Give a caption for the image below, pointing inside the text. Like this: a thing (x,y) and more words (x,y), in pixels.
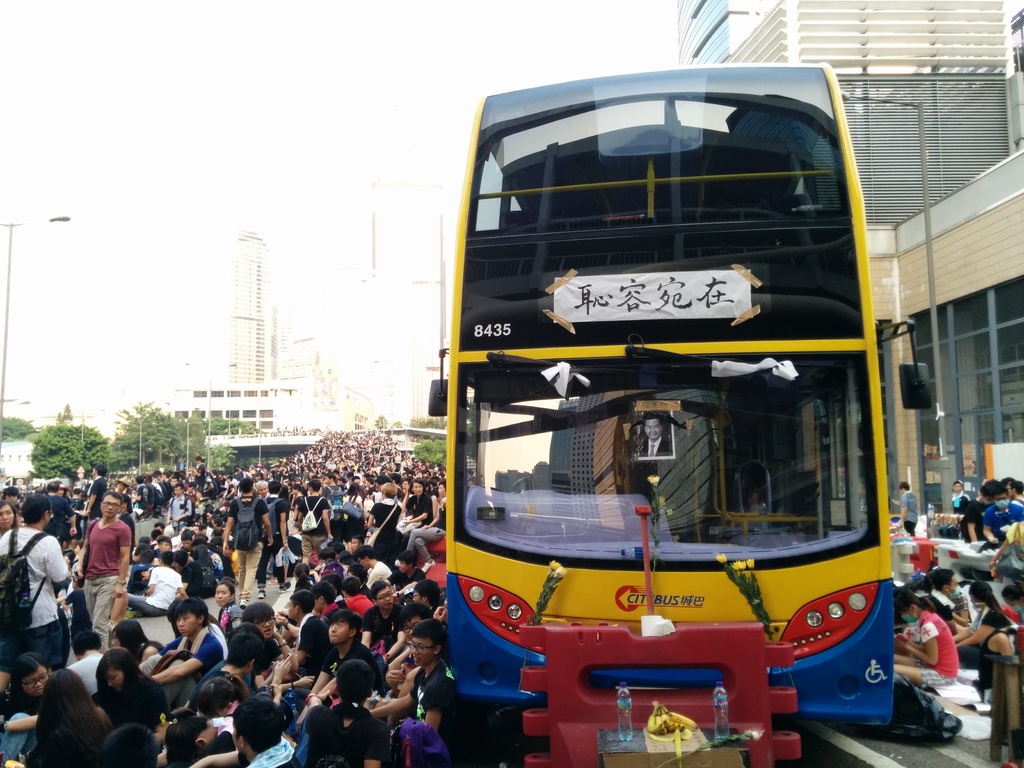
In this image we can see bus (590,527) and persons (343,563) on the road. In the background (57,254) we can see buildings (961,352), poles (139,453), trees (146,456) and sky (192,81).
